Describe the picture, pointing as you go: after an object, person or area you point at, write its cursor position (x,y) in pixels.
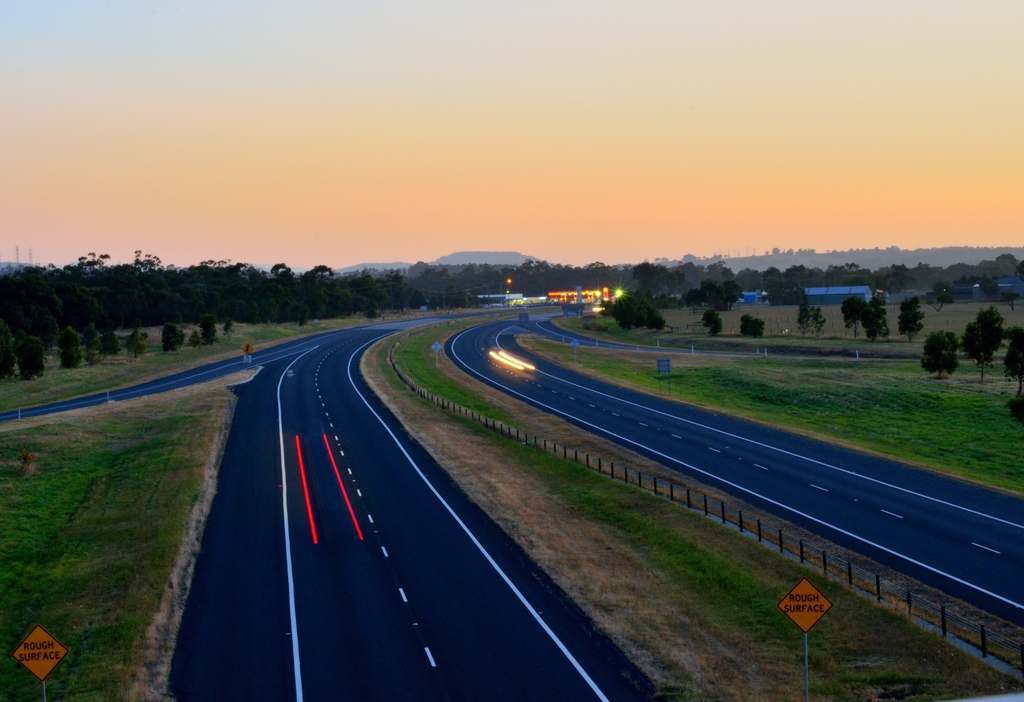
In this picture we can see the grass (127,576), name boards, roads (342,558), poles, fence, lights (597,289), buildings (853,289), trees (51,329) and in the background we can see the sky (340,132).
